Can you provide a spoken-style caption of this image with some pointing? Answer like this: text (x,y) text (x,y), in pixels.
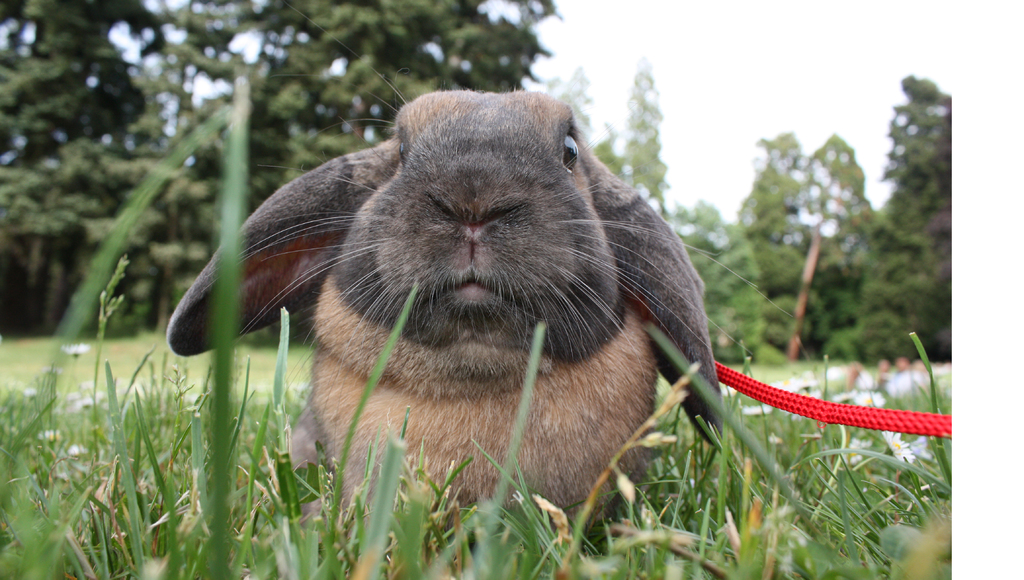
In the picture we can see a rabbit (491,290) on the grass surface (411,293) and a red color rope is tied to it and in the background (931,236) we can see the trees (77,99) and the sky (885,106).
